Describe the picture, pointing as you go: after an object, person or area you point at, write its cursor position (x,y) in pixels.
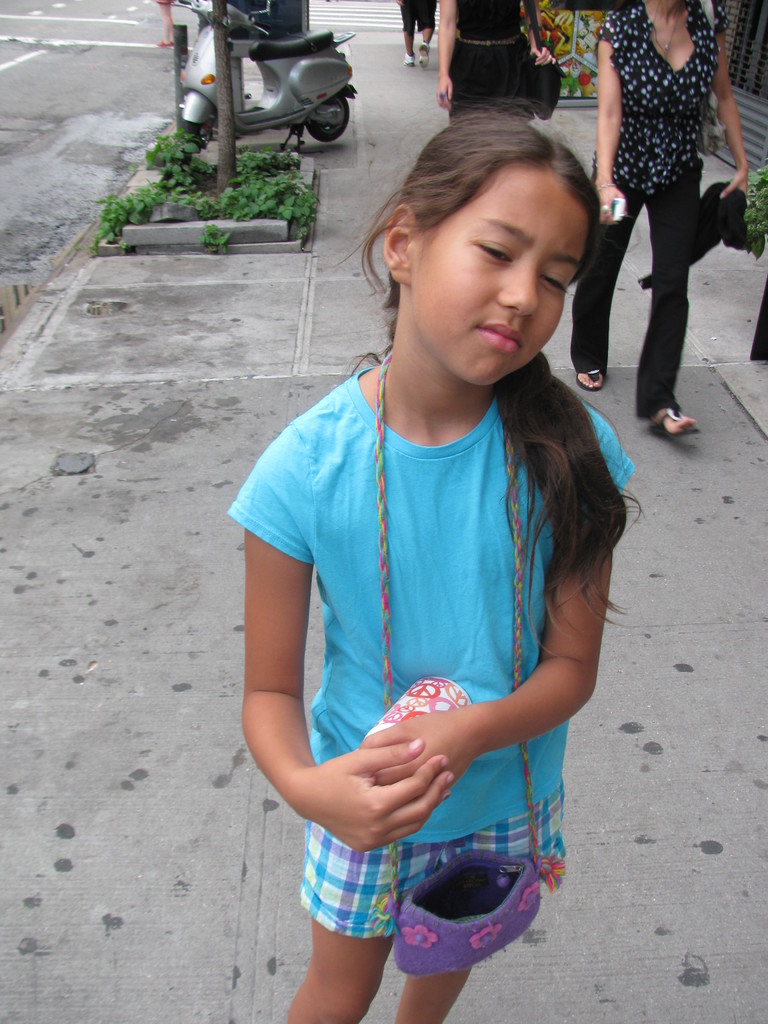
The girl (568,500) in the blue t-shirt (537,605) carry bag (434,939) and holding a cup (437,698). This is an outdoor picture. This woman (673,423) is walking on a footpath (648,428), as there is a movement in her legs (667,306). A bike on a footpath (341,46). Plants (237,166). Road (123,29).
